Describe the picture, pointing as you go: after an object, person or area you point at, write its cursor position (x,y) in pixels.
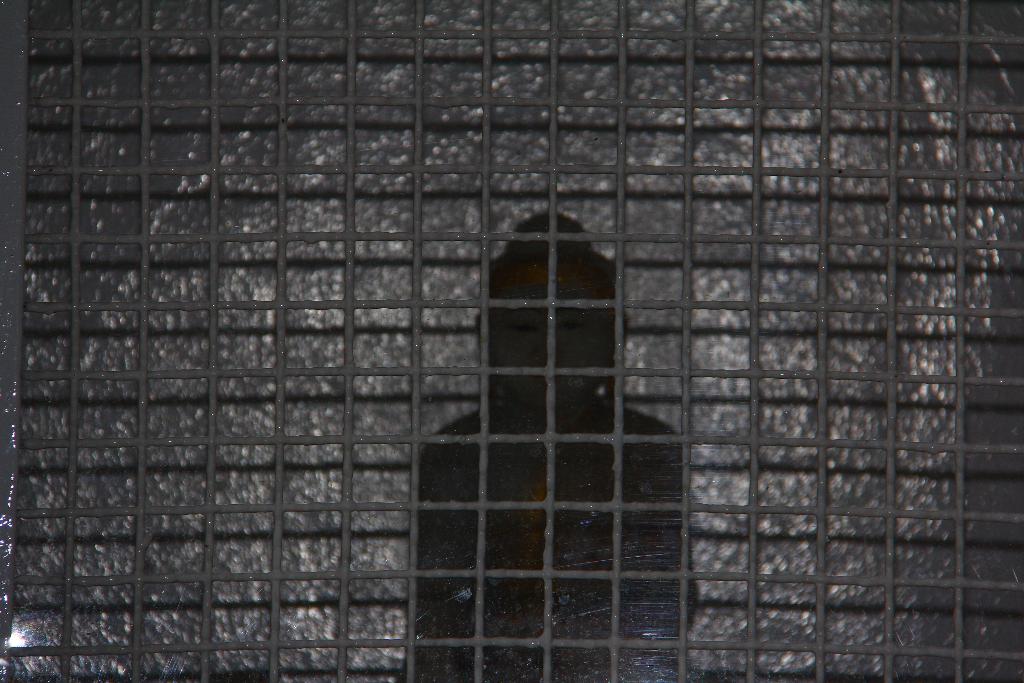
As we can see in the image there is fence (615,505) and a wall (917,273).
